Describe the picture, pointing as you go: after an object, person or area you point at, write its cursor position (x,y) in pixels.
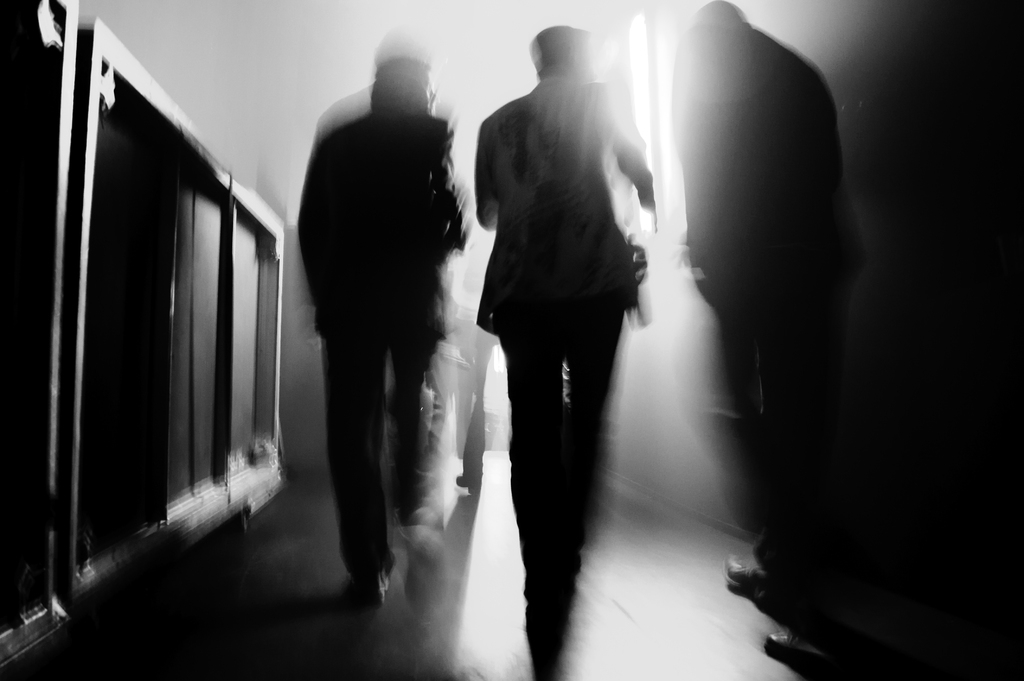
It is a black and white image. In this image we can see the persons (781,150) walking on the floor (491,573). We can also see the window (654,43) and also a wooden barrier (83,355) on the left (230,497).
